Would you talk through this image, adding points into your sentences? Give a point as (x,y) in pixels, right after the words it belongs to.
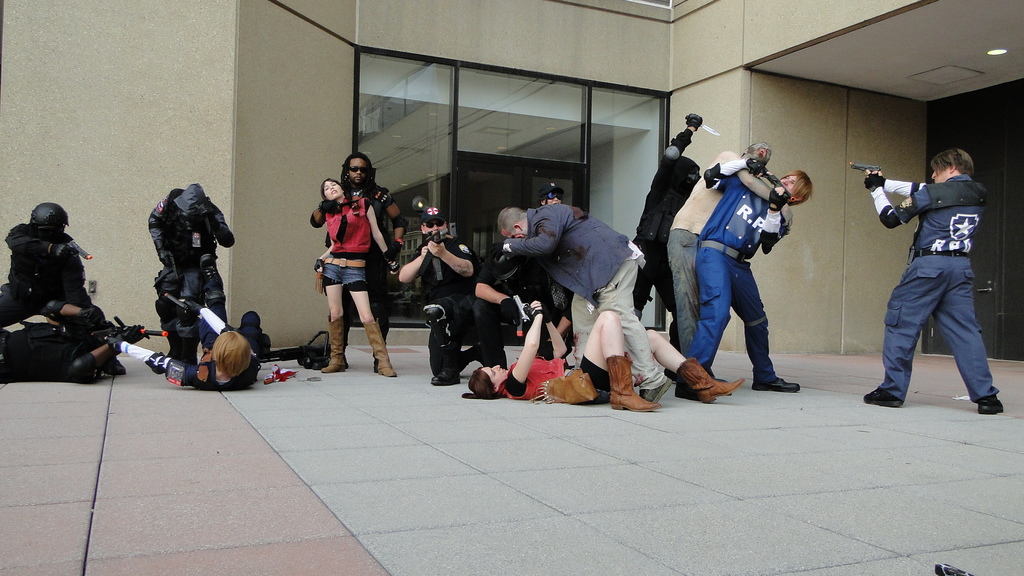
In the picture we can see people (36,298) and one man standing and holding a gun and one man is holding a knife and one man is holding a man neck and one person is holding a woman neck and in the background (284,137) we can see a wall (280,122) with some part glass (493,210) to it with doors (475,225) to it.
